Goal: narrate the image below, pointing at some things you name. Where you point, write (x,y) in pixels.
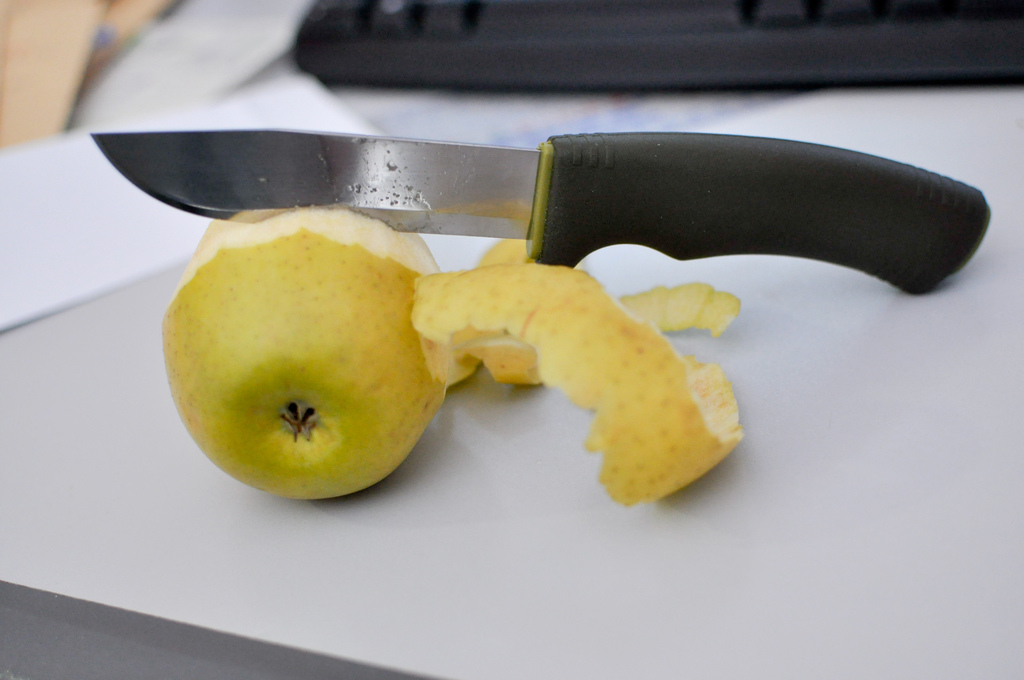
By seeing this image we can say a fruit (184,382) is cut with a knife (437,213).
